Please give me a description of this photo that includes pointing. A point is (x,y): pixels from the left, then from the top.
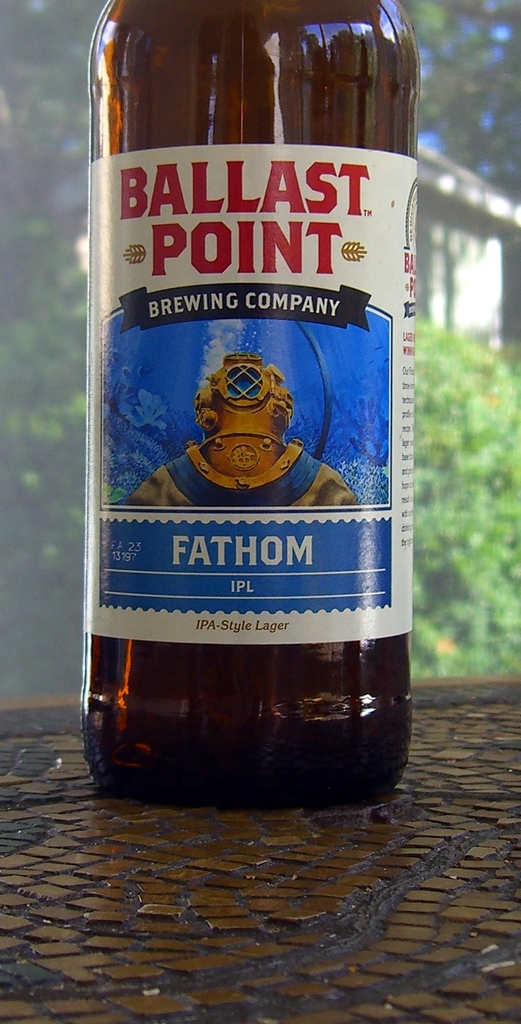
In the middle of the image (217,516) we can see a bottle (220,270) and we can find some text (247,556) on it, in the background (458,492) we can see few trees (448,459).
